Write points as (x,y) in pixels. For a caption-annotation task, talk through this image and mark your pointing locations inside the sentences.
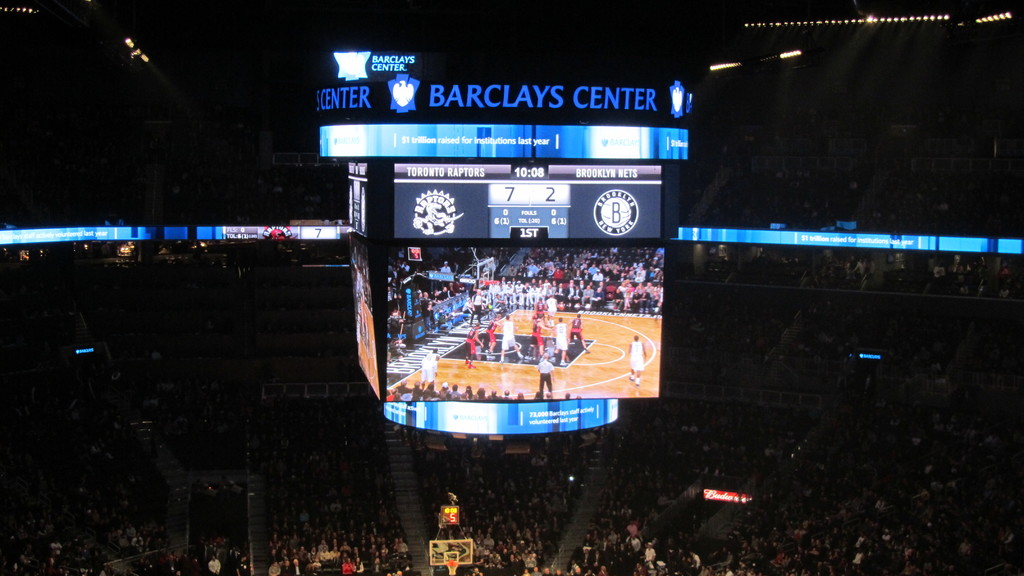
In this image, we can see a group of people (788,452) in a stadium (825,403). We can also see a projector screen (601,362) in the center (618,218).
